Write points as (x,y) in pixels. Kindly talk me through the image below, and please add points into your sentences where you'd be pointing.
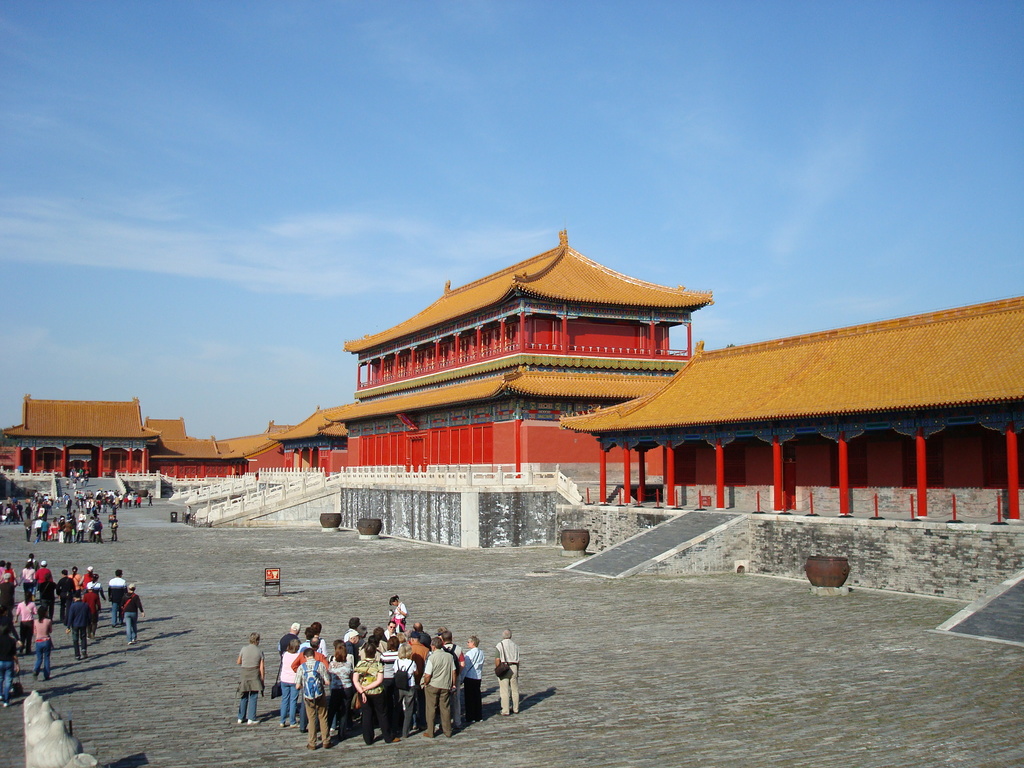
This image is clicked outside. It looks like a temple (492,424). It is in the middle (518,325). There is sky (482,139) at the top (482,139). There are so many persons (62,521) on the left side (314,720) and bottom.
